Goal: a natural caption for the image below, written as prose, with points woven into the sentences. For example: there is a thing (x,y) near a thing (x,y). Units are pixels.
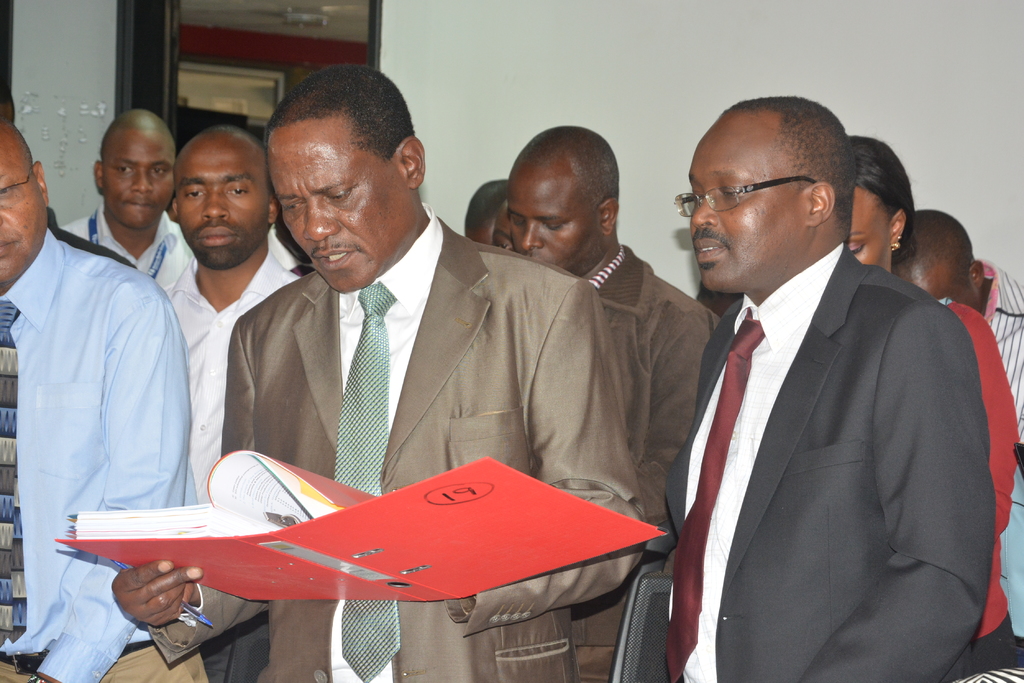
This image consists of few persons (438,431). In the front (418,522), the man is holding a book (259,533) and reading. In the background (274,75), there is a wall (87,81) along with window (130,74).
